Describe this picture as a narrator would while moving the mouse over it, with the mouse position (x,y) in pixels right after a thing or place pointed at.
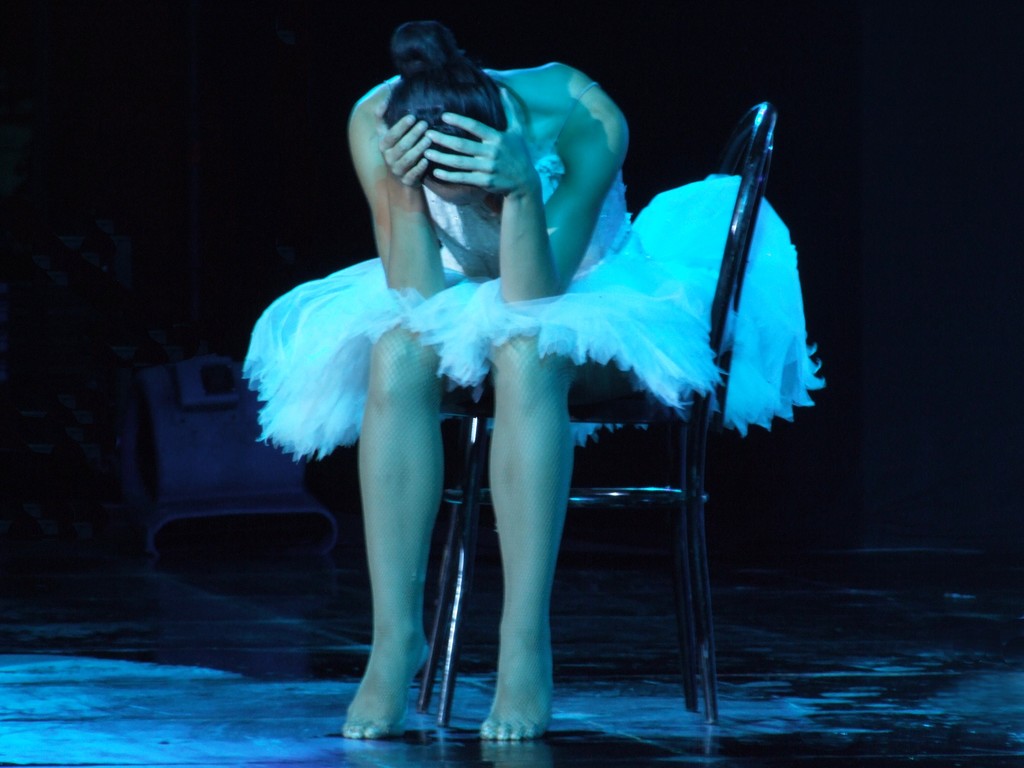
This woman (469,368) is sitting on a chair (723,279). Background (983,294) it is dark.
